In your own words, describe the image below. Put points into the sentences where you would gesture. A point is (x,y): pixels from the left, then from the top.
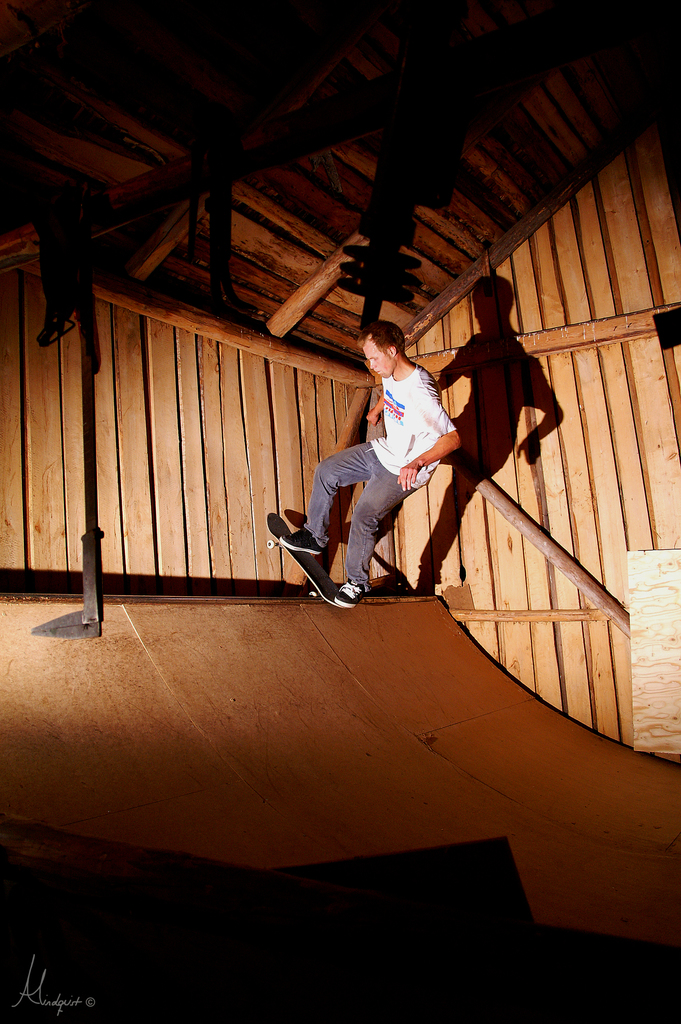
This image consists of a man (322,541) skating. At the bottom (308,761), there is a ramp (390,773). In the background (248,466), there are walls (318,431) made up of wood (243,452).
